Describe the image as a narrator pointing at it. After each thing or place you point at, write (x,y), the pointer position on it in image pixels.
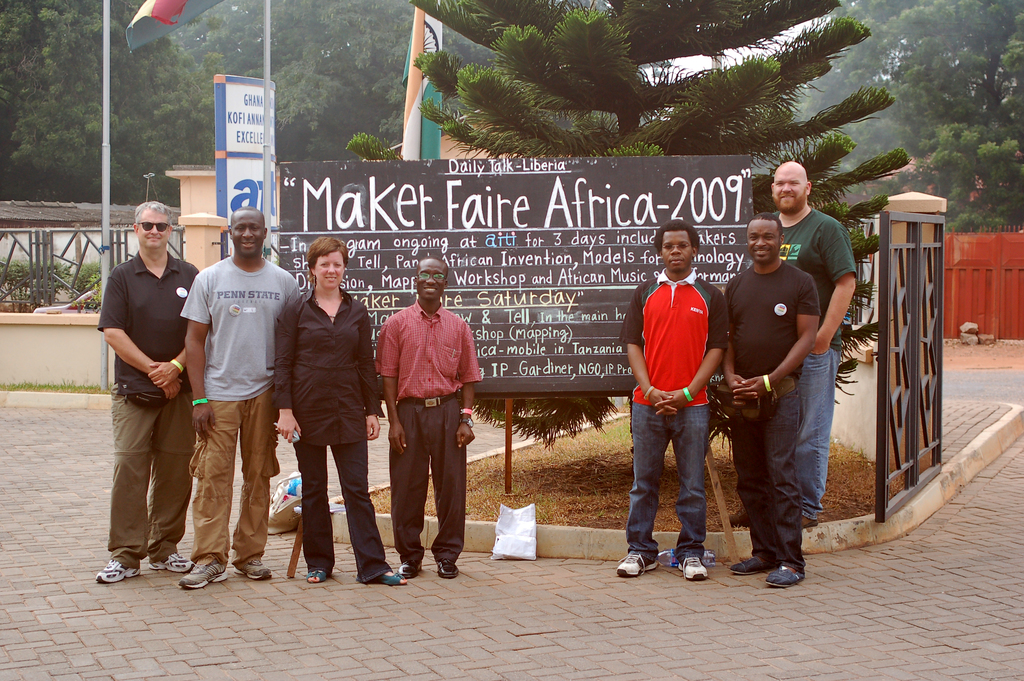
In this image we can see a group of people (452,496) standing on the ground (432,569). We can also see two bags (285,513) placed on the ground (510,565) and a board (501,390) with some written text (508,337) on it. On the backside (685,153) we can see a board (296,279), some flags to the poles (270,23), plants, grass (498,493), a fence (890,286) and a group of trees (845,215).
